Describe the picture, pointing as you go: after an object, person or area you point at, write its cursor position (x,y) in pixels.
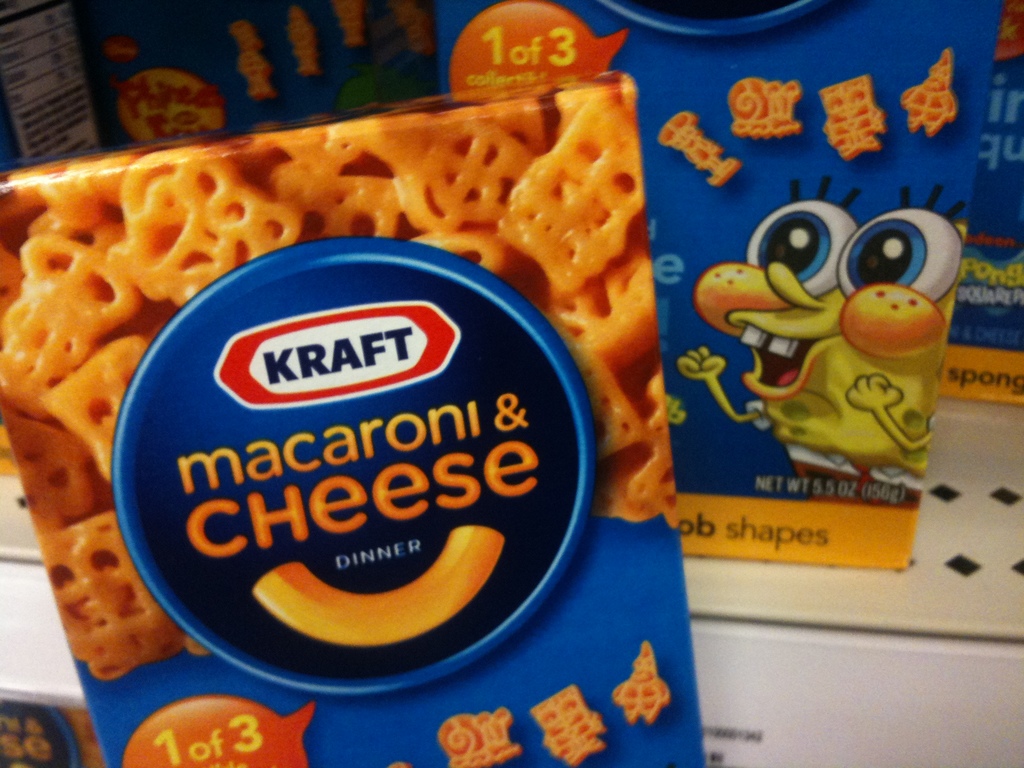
Here I can see few blue colored boxes (251,425) which are placed on a shelf (784,634). On these boxes (366,439) I can see some text (338,489).
